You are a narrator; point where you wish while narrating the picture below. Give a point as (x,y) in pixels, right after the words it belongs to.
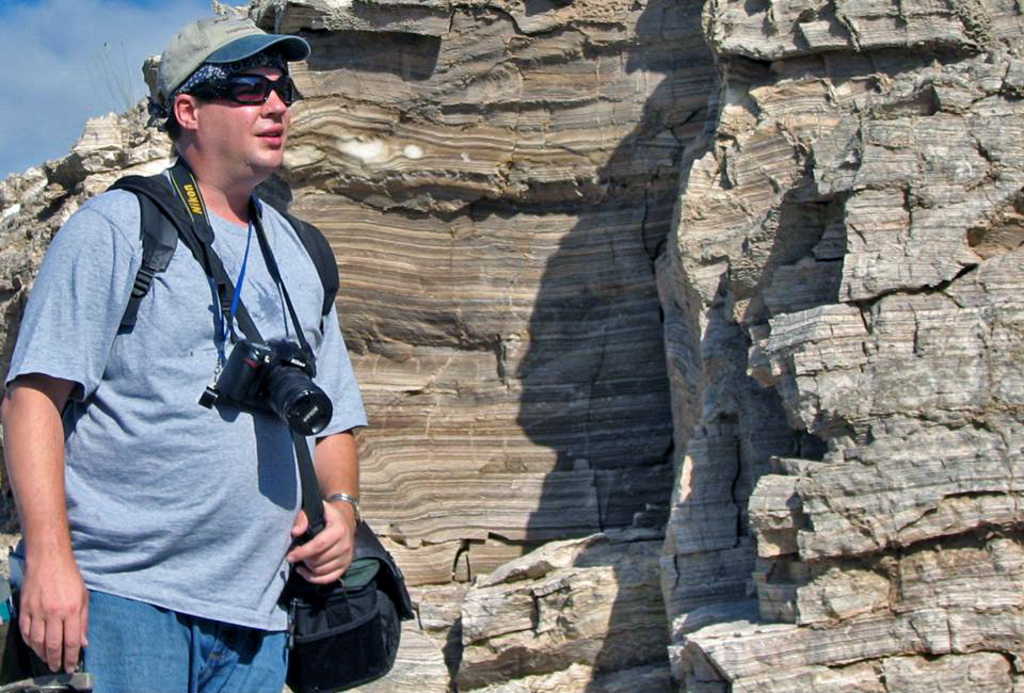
In this picture there is a person (156,504) standing. He wore camera (234,389), backpack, cap (179,59) and glasses (262,86). In this background (521,160) we can see rock (371,113). There is sky (37,68) with cloud (63,51).
